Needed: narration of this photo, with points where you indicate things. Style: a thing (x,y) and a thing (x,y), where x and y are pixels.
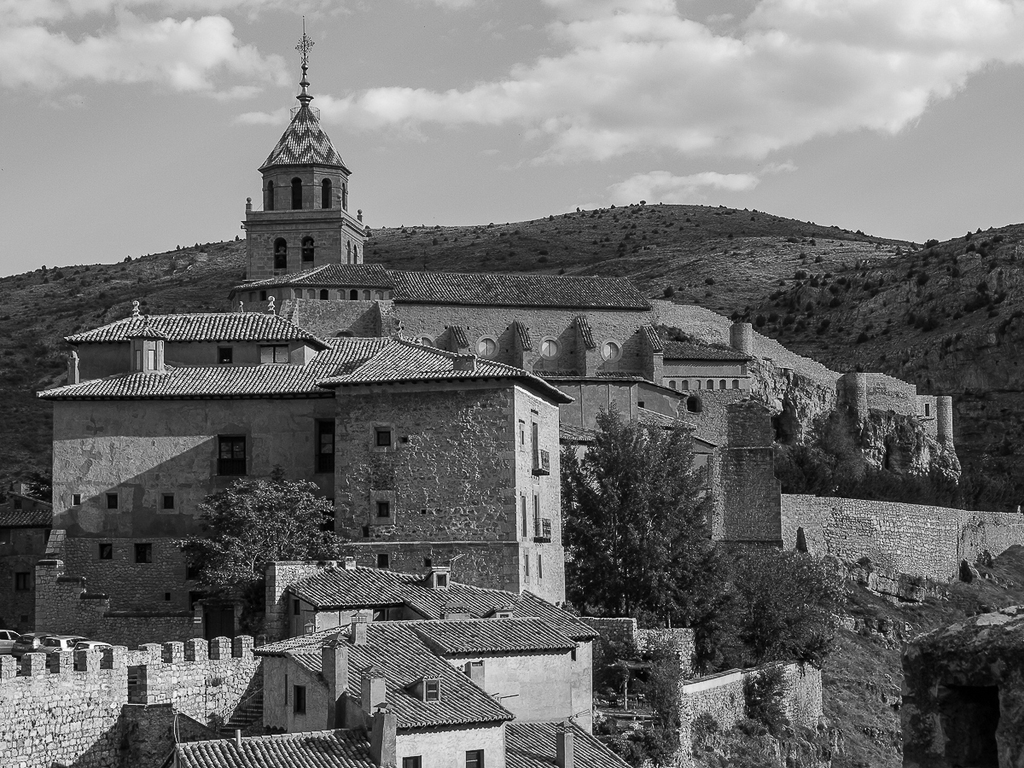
This is a black and white image. In this image, we can see buildings (213,487), plants (599,541), trees (220,561), rocks (959,418). At the top (802,84), we can see a sky (793,99).
